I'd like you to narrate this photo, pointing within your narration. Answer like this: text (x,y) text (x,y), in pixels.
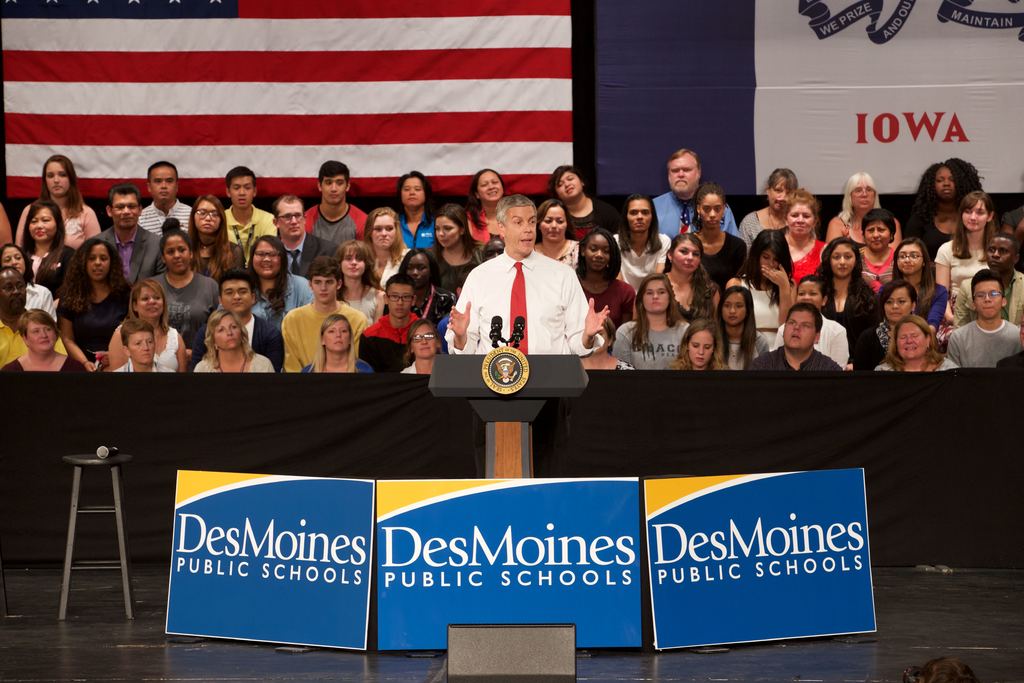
In this image I see a man (543,277) who is wearing white shirt (534,289) and a red tie (517,289) and I see that he is standing in front of a podium (488,432) and I see 3 boards (467,540) over here on which there are words (346,530) written and I see the floor (47,656) and I see a stool (75,530) over here on which there is a mic (106,447). In the background (77,291) I see number of people (979,214) who are sitting and I see a flag (317,157) over here and I see few words (901,19) written over here too.
